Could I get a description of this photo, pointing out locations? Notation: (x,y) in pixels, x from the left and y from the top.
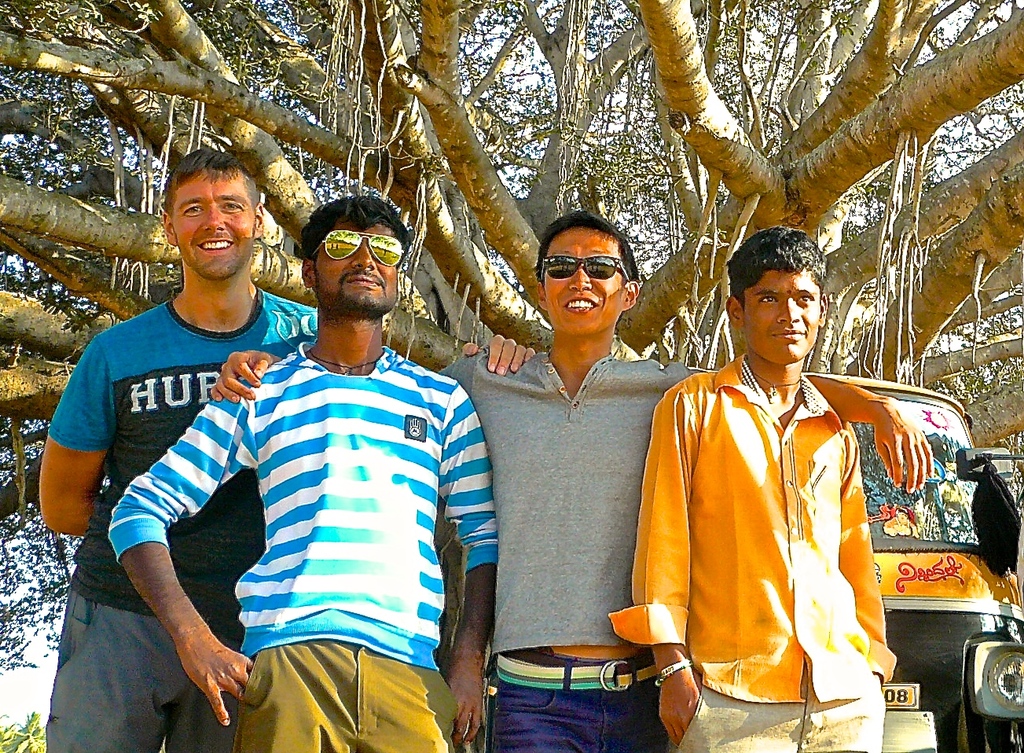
In this image we can see some group of persons (385,462) standing some are wearing spectacles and in the background of the image (291,225) there is tree (978,377) and auto-rickshaw (876,561).
